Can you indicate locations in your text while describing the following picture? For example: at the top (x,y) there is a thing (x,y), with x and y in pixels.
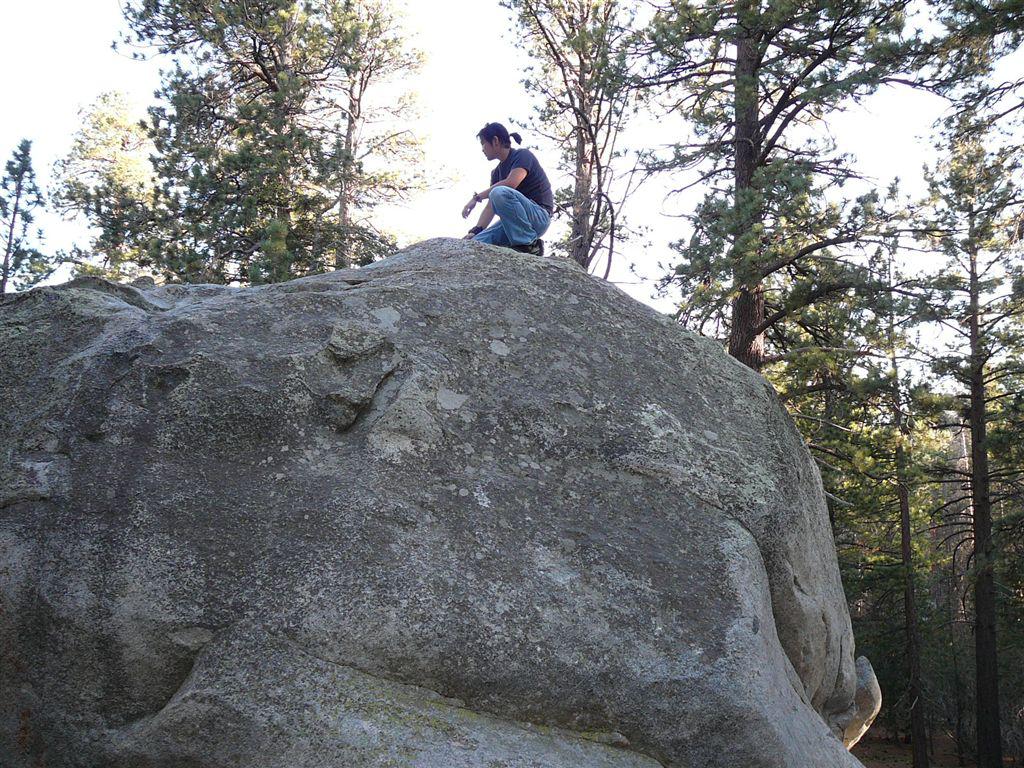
There is a man (502,143) who is sitting on a big rock (620,360) in the center of the image (479,304). There are trees (752,132) and sky (457,120) in the background area (447,106).
